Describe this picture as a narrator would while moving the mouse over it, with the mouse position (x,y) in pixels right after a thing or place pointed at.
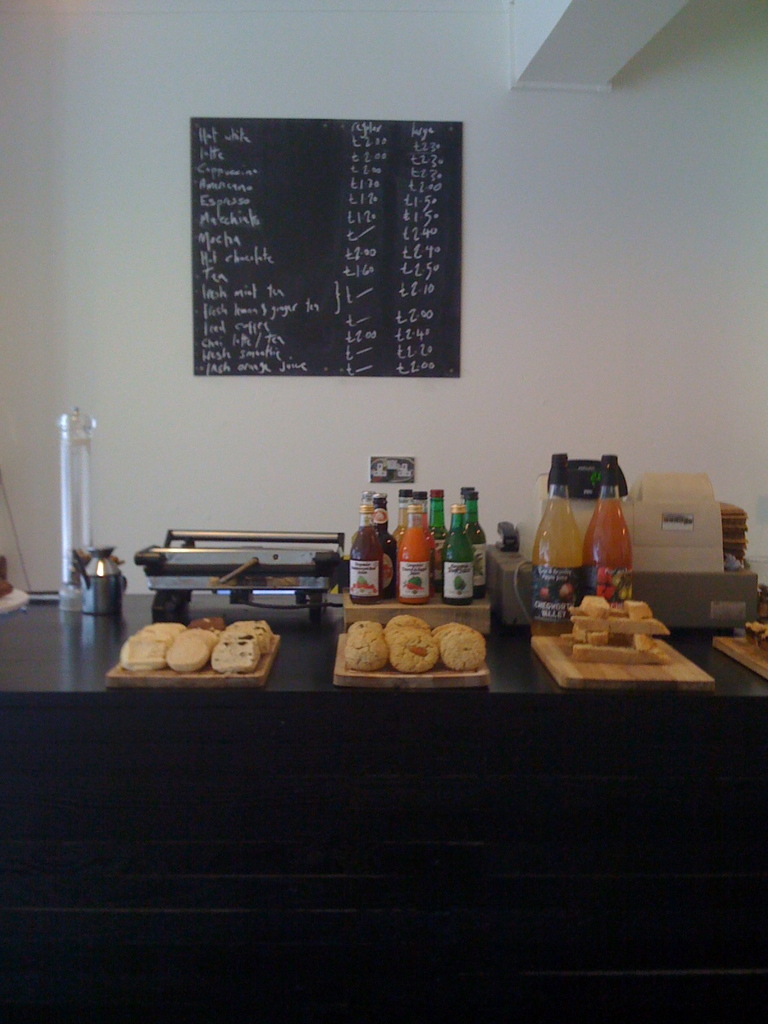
On this table (531,646) there is a food (265,624) in tray (345,667), bottles (451,566) and machine (194,570). Blackboard (437,286) on wall (568,283).
